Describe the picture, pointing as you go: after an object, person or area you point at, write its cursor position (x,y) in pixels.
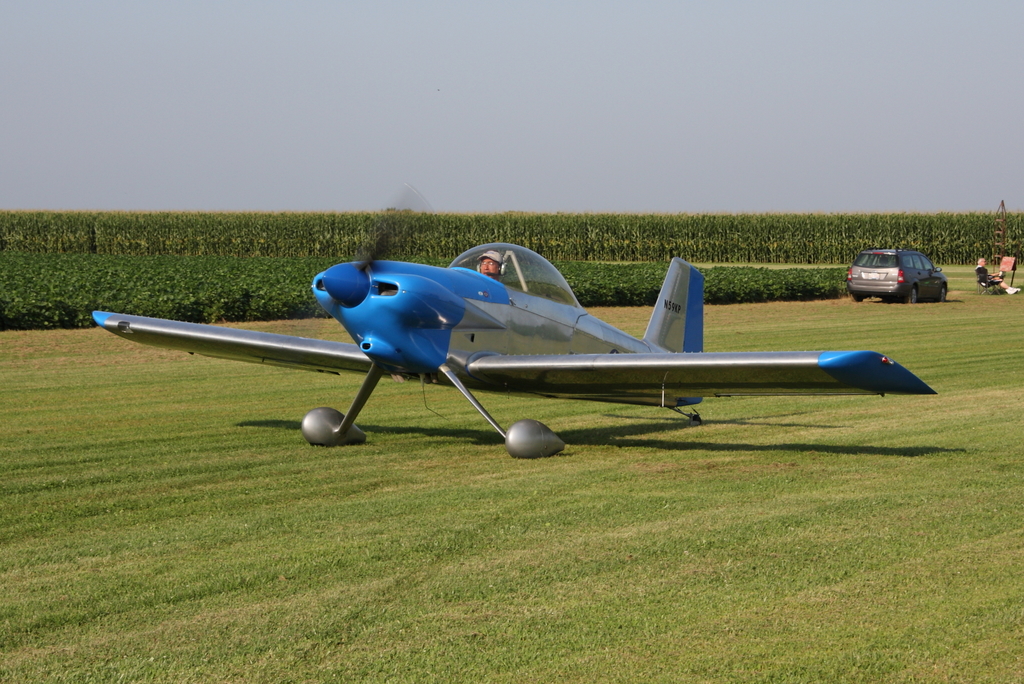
In this image there is an aircraft (430,362) on the ground (386,432). There is grass (515,574) on the ground (643,563). Behind the aircraft (627,334) there are hedges (342,224). To the right (935,292) there is a car (898,280) parked on the ground (896,302). In front of the car (930,283) there is a person (990,281) sitting on the chair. At the top (409,105) there is the sky (319,133).
